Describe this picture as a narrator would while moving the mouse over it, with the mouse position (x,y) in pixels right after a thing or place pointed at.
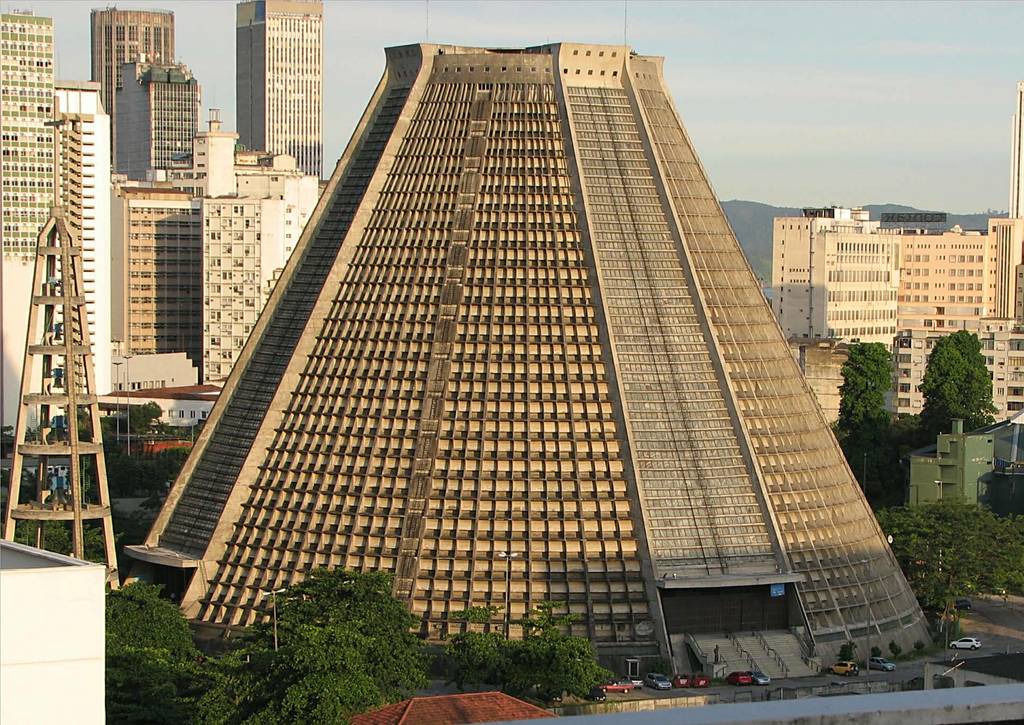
In this image we can see buildings (589,499), trees (162,681), road (853,681), vehicles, and a tower (57,192). In the background (927,178) there is sky (808,146).
